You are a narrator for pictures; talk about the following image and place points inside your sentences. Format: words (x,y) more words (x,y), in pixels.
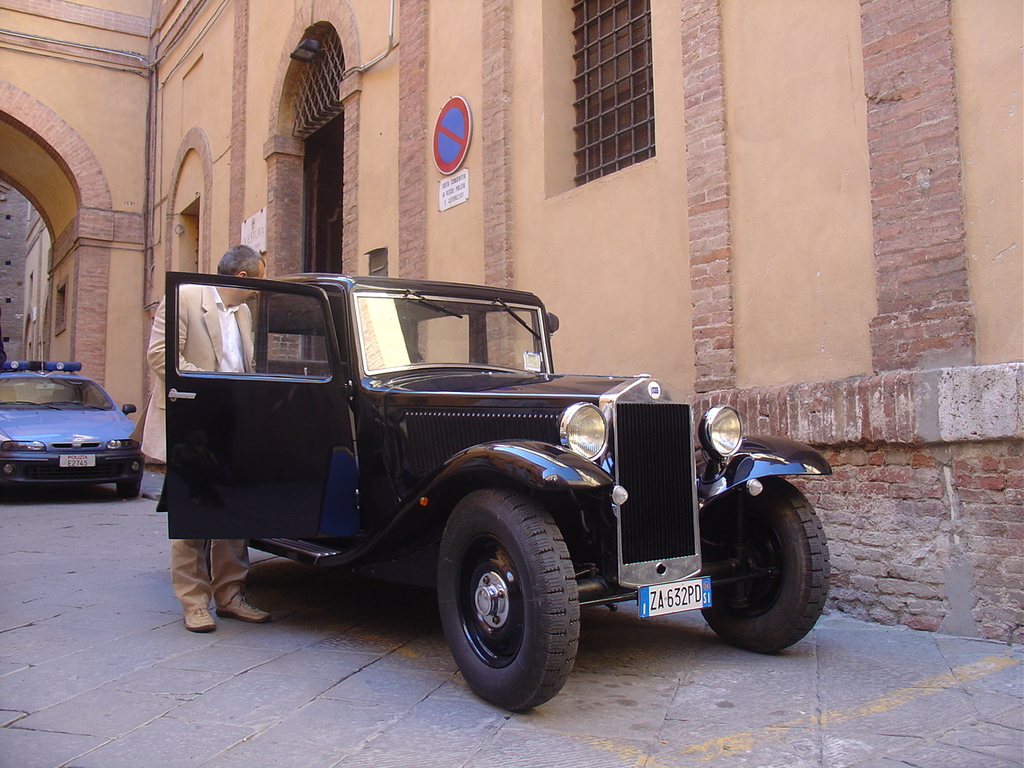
In this picture I can see there is a person (180,557) standing at the car (449,562) and there is a building (410,172) in the backdrop (102,163).
